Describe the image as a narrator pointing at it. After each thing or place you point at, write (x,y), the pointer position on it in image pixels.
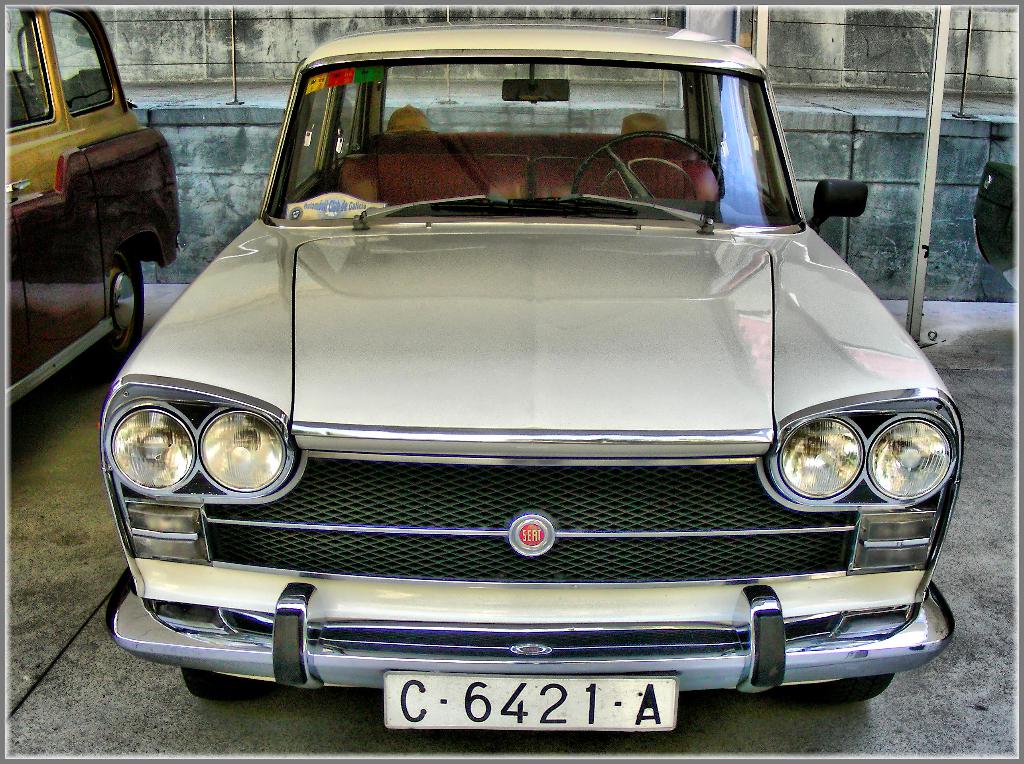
Here there are two vehicles (248,385) on the ground (924,730). In the background (242,120) we can see wall (957,202), poles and on the right (977,217) there is an object (976,203).
